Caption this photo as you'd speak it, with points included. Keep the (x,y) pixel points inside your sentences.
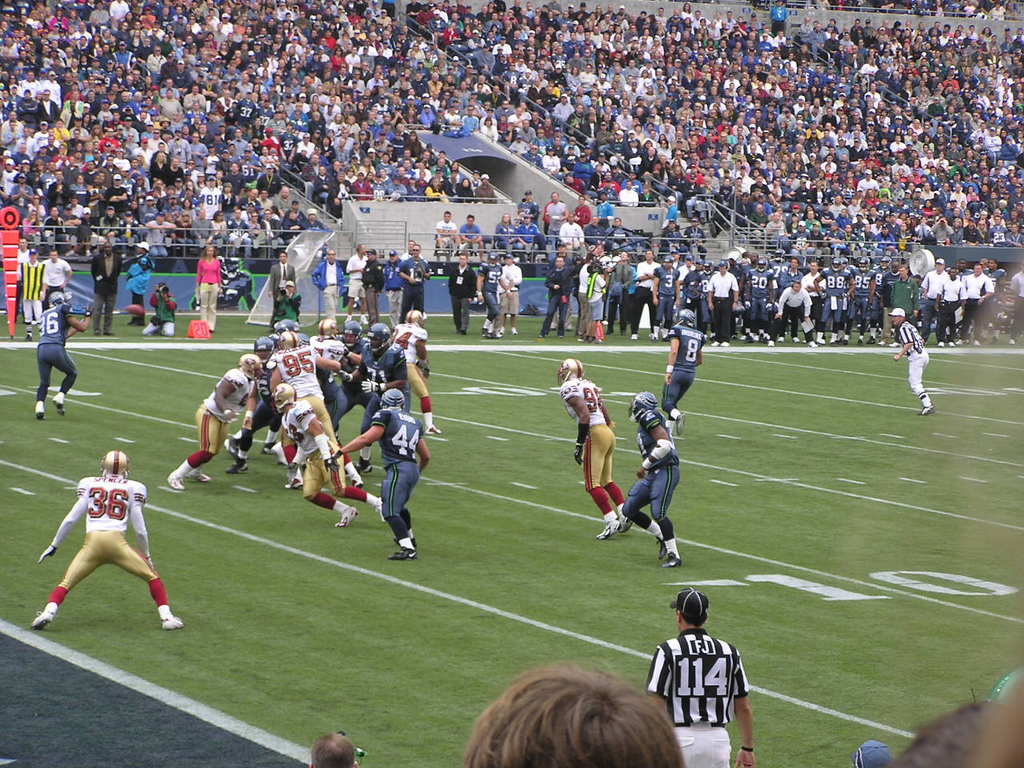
In this picture I can see few people (402,529) are playing match in a ground (433,605), around so many people (361,287) are watching.
